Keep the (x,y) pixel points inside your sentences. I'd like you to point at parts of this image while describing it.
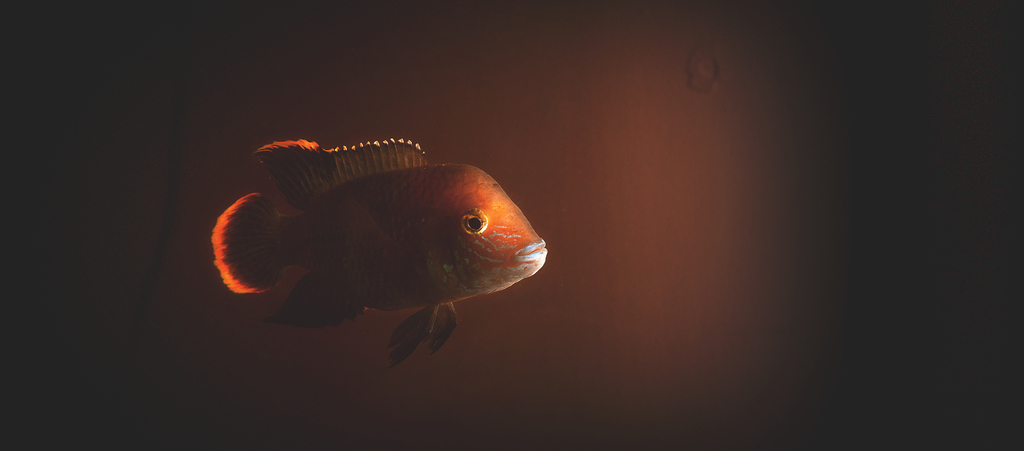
In this image, we can see a fish (415,250). It is in orange color.
